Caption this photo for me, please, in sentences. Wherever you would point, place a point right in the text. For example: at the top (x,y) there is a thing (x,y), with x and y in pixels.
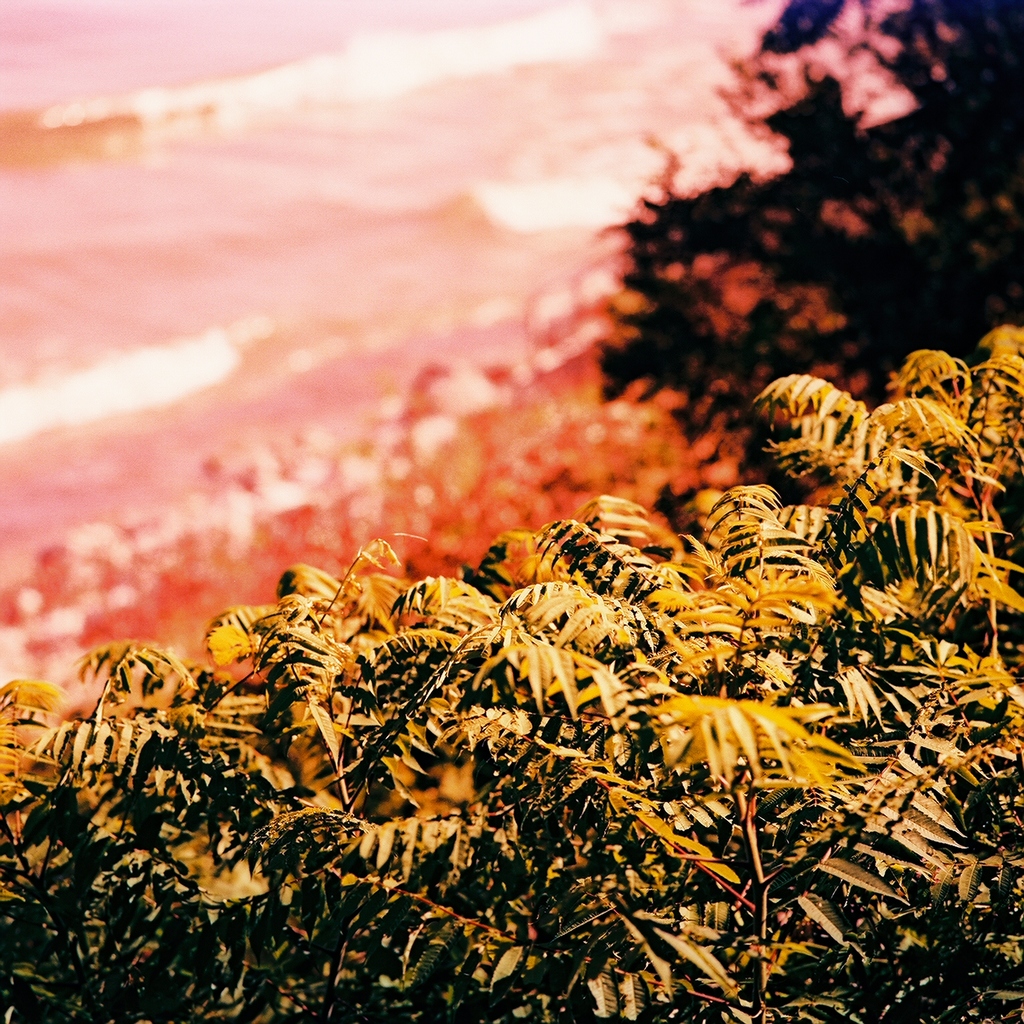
In this image I can see many trees (433,604). In the background (351,365) I can see the water (267,379) and I can see the blurred background (23,378).
